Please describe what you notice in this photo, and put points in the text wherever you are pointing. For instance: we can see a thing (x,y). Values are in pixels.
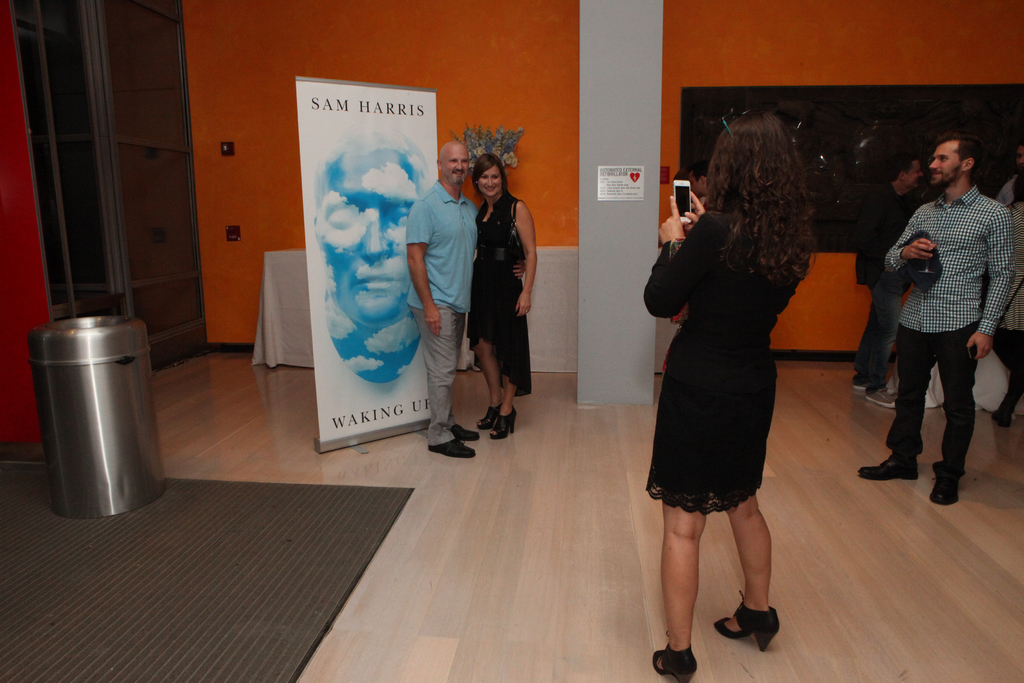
In this image we can see this person (689,316) wearing black dress (746,428) is holding a mobile phone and standing here. Here we can see these two persons (494,308) are standing near the banner (363,371), we can see the trash can (115,438), table (572,275) upon which we can see flower vase (516,140) is kept, we can see the pillar (649,248) and in the background (469,27), we can see the orange color wall (693,8).
